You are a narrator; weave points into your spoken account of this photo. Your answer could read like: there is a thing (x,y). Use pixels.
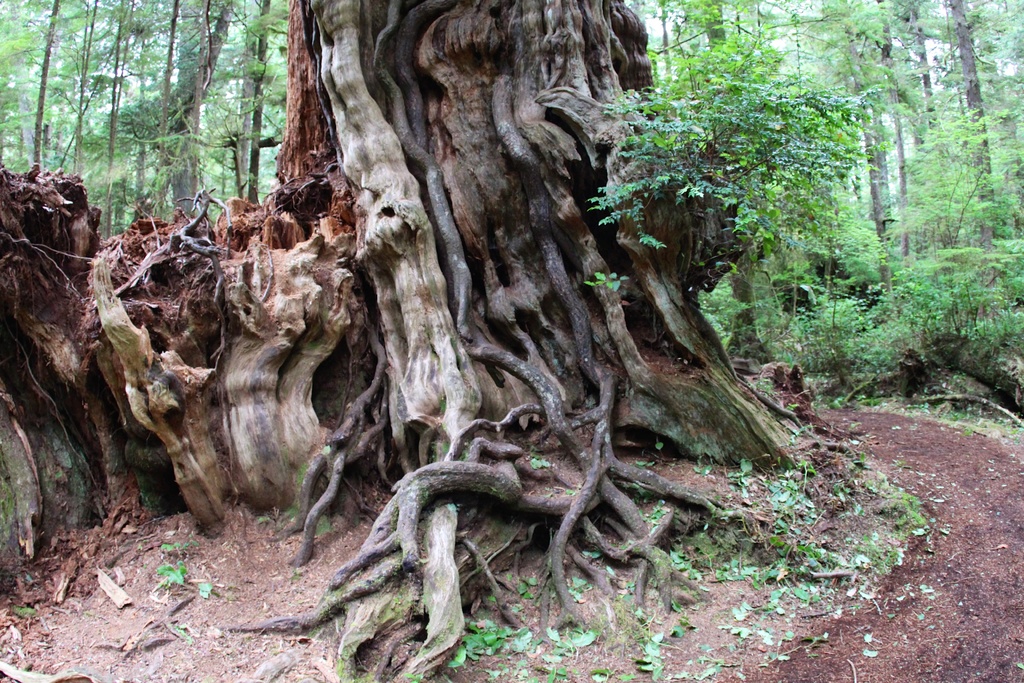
In the image in the center, we can see trees (610,151), grass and plants (739,174).
